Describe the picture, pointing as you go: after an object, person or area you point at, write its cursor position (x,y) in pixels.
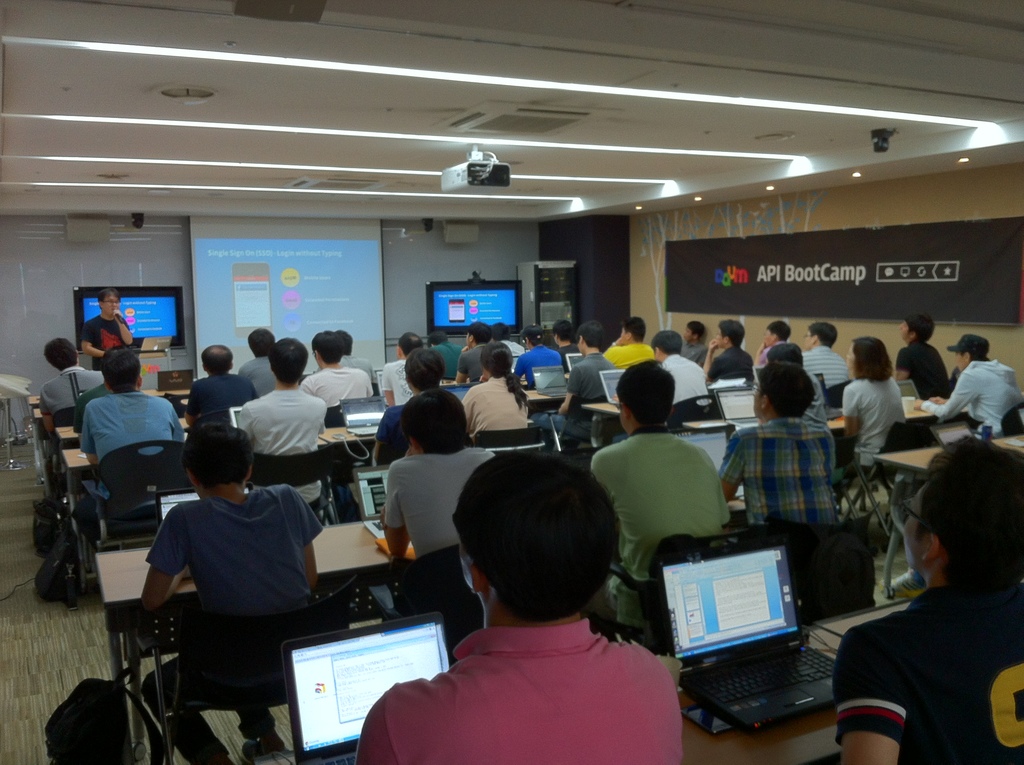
In this picture, we see many people (642,533) are sitting on the chairs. In front of them, we see the tables (353,564) on which the laptops (368,408) and the mobile phones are placed. On the left side (109,325), we see the chairs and a man (103,337) in the black T-shirt (103,342) is standing and he is holding a microphone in his hand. He is talking on the microphone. Behind him, we see a projector screen (304,287) and the monitor screen (139,306) which are displaying the text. Beside that, we see an object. Behind that, we see a white wall (25,366). On the right side (690,301), we see a wall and a board (824,304) in black color with some text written on it.
